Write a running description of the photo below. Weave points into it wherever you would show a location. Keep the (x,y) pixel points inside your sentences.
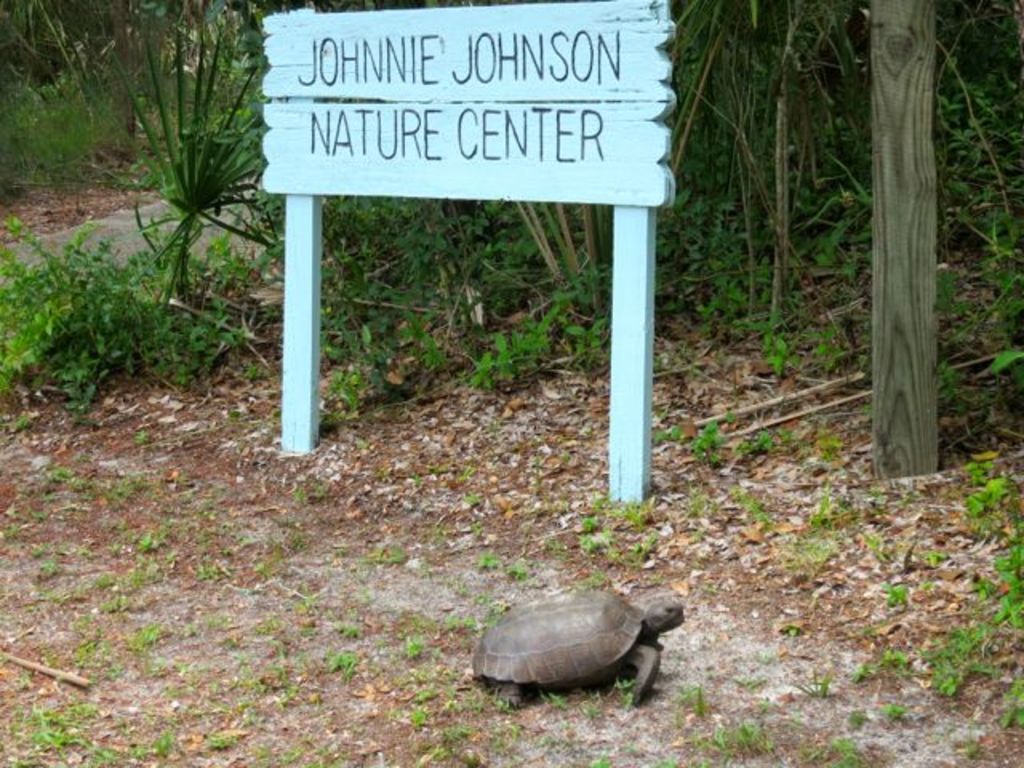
In this image, we can see a turtle (596,676) on the ground (398,595) and in the background (763,13), there are trees (1013,193) and we can see a name board (349,182) and a pole (899,359).
